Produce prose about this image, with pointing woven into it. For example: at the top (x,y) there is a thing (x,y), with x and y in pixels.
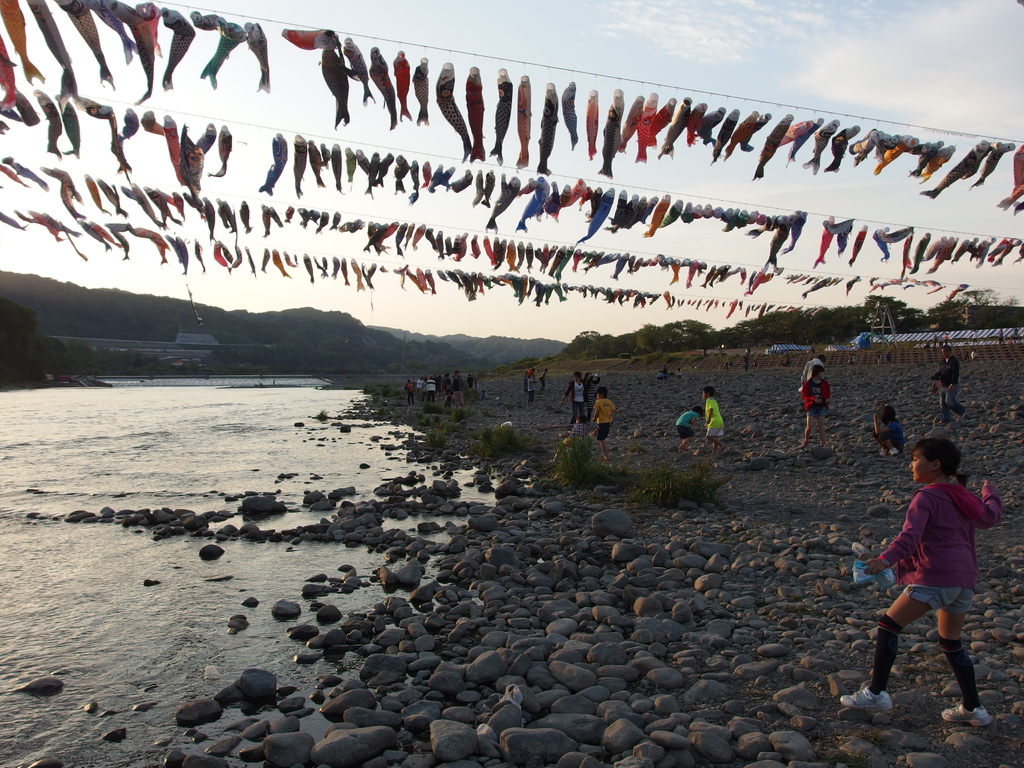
In this image we can see objects (188,153) hanged to the rope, hills (27,304), sky (609,252), trees (688,334), sheds (920,339), persons (820,442) standing on the stones (624,680) and water (120,648).
